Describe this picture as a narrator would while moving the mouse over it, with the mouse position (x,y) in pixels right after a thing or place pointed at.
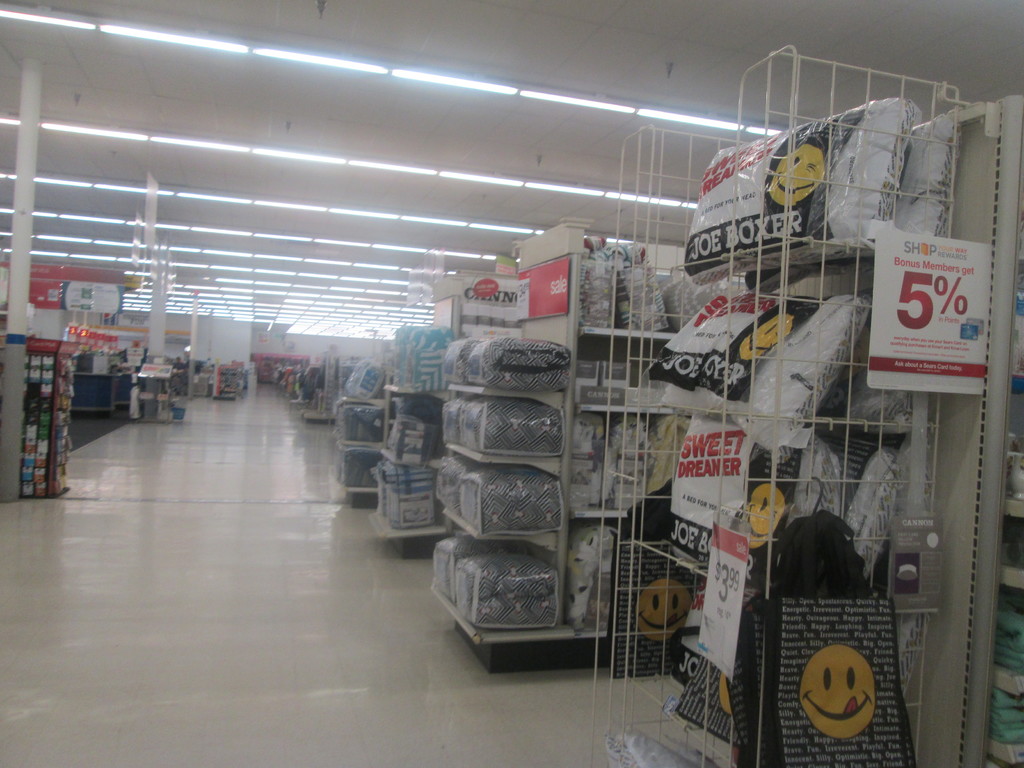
In this image we can see inside of a store (319,573). There are many objects (485,471) placed on the racks (658,410) and shelves (644,385). There are many boards (84,272) in the image. There are many lights (499,228) in the image.
